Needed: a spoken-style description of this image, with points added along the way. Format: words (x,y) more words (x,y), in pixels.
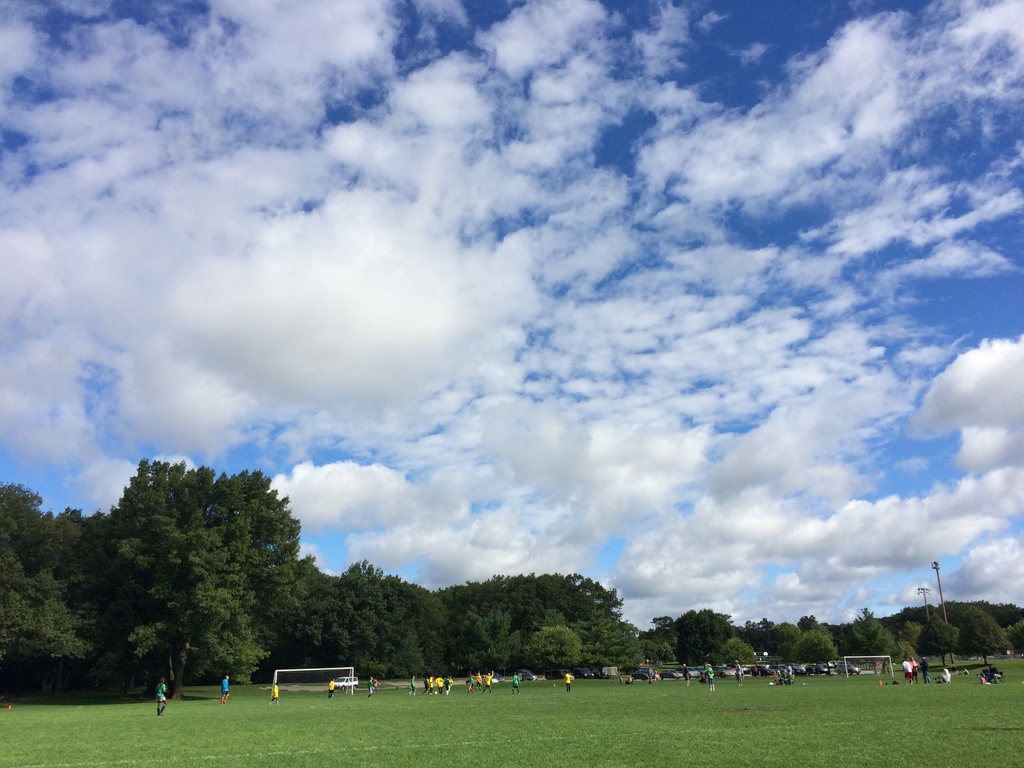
In this image, I can see groups of people (632,679) on the grass (400,711) and there are vehicles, football goal posts (869,670), poles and the trees (193,619). In the background (372,275) there is the sky (444,364).
